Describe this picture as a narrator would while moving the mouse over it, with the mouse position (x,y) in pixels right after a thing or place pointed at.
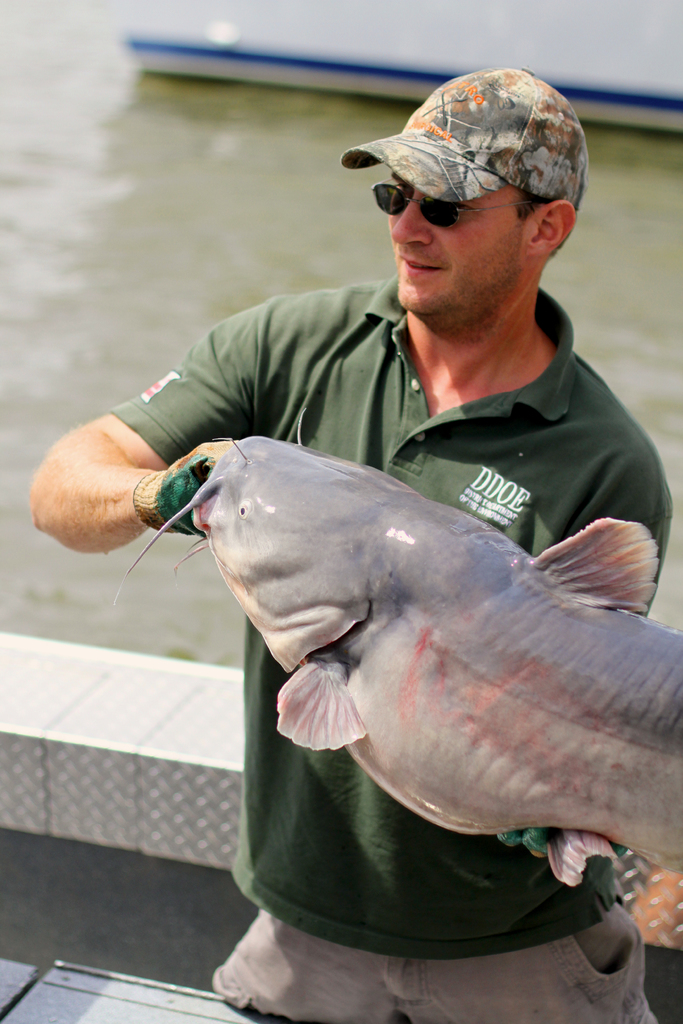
In this image, we can see a person (460,430) wore a cap (497,184), gloves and goggles (416,198). He is holding a fish (392,635). Background (235,622) we can see the blur view. Here we can see water (229,230) and few objects (21,933).
